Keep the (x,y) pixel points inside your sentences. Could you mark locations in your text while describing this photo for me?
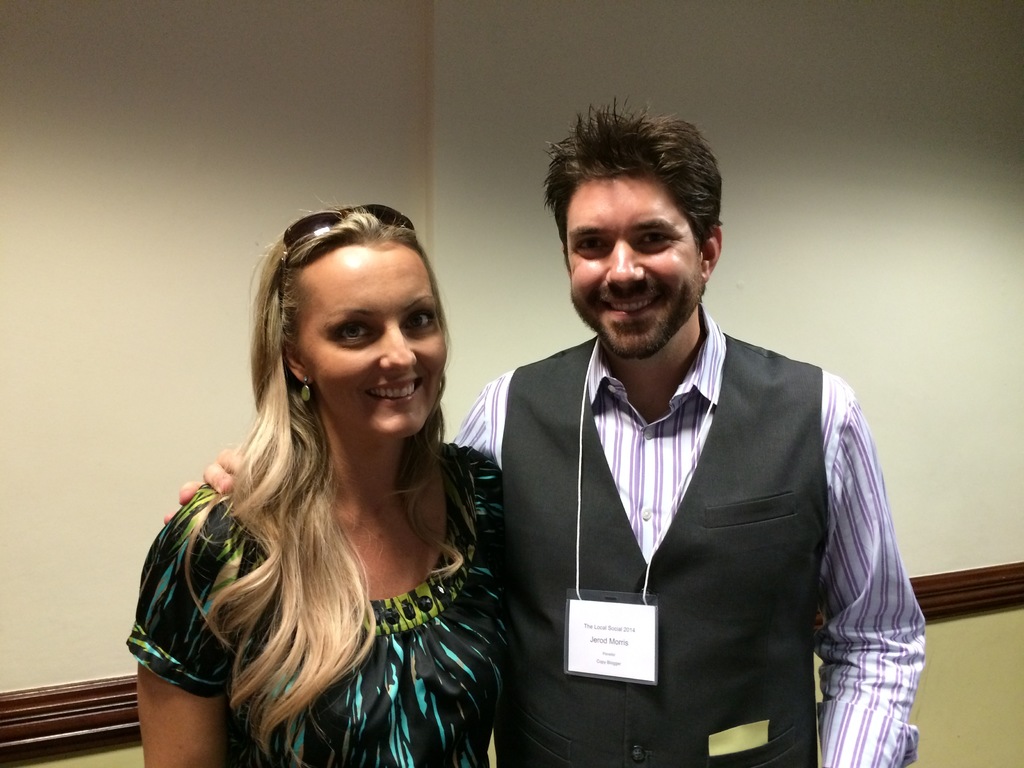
In this image I can see two persons (310,278) are standing on the floor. In the background (978,582) I can see a wall (213,279). This image is taken may be in a hall (978,582).
